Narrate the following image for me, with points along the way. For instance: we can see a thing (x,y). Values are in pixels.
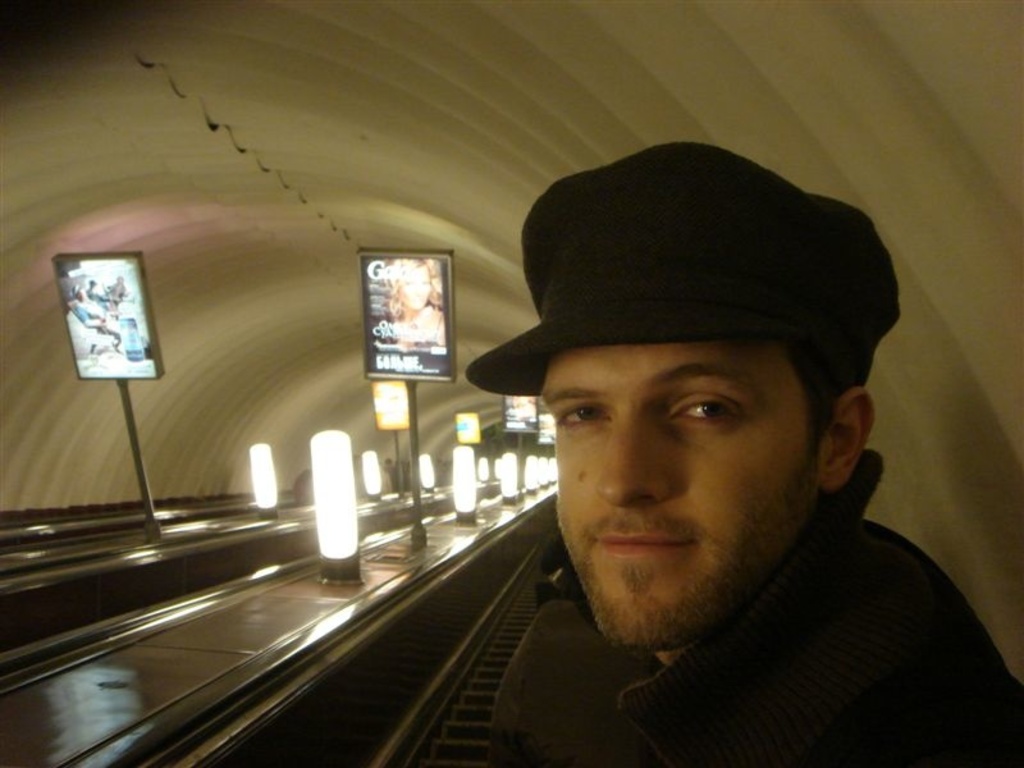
There is a man (717,441) smiling and wore cap (676,206). Background (255,493) we can see boards (72,328) with stands (520,456) and lights (267,473).
